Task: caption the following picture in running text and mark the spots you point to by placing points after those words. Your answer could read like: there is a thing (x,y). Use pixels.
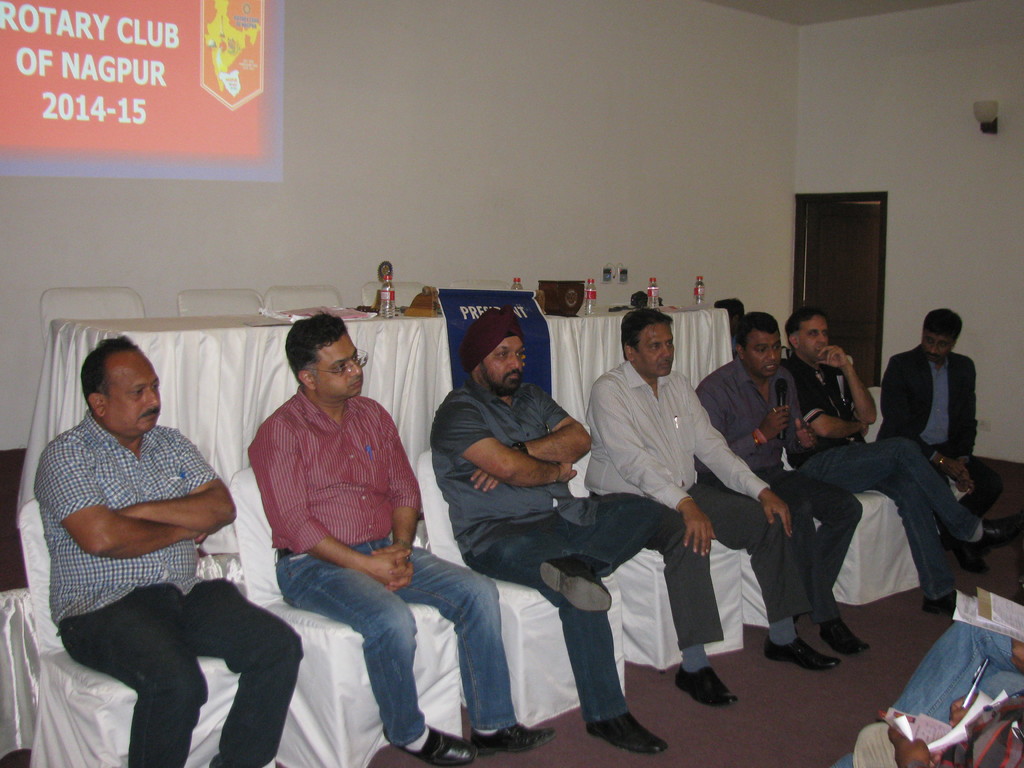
In the foreground (819,331) I can see eight persons (723,303) are sitting on the chairs (728,555). In the background (774,257) I can see a table (98,333) on which bottles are there, screen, wall (682,119) and a door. This image is taken may be in a hall (503,388).
